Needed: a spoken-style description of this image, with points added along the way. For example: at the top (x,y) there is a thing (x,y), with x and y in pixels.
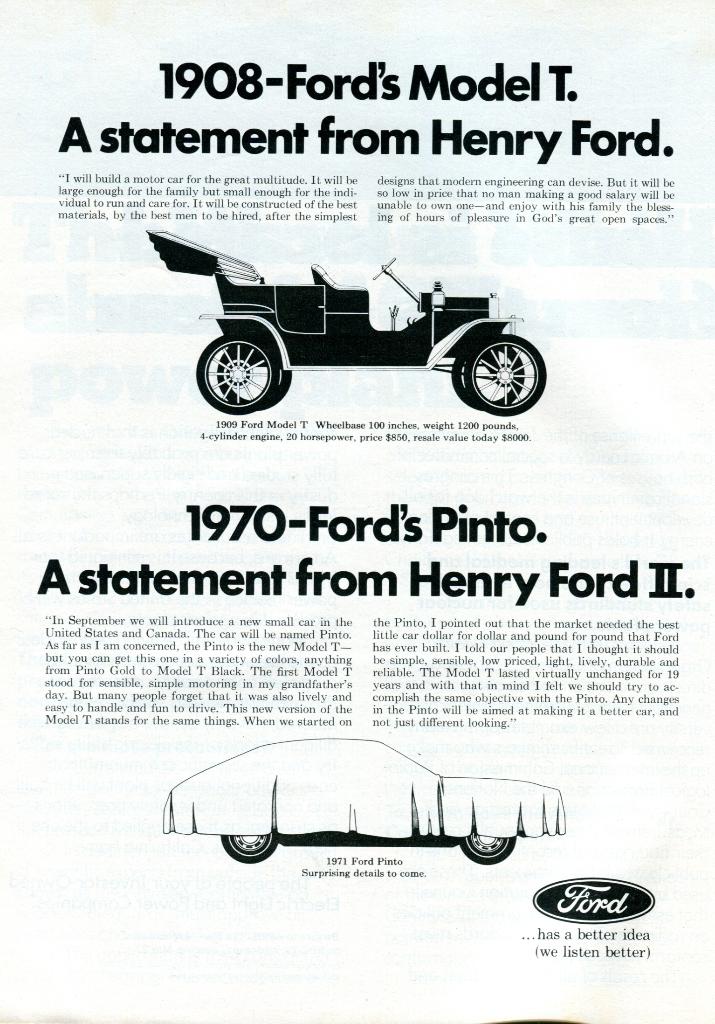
In this image we can see a page (286,551) in book (541,884) in which we can see there are some vehicle sketches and text (79,722).
